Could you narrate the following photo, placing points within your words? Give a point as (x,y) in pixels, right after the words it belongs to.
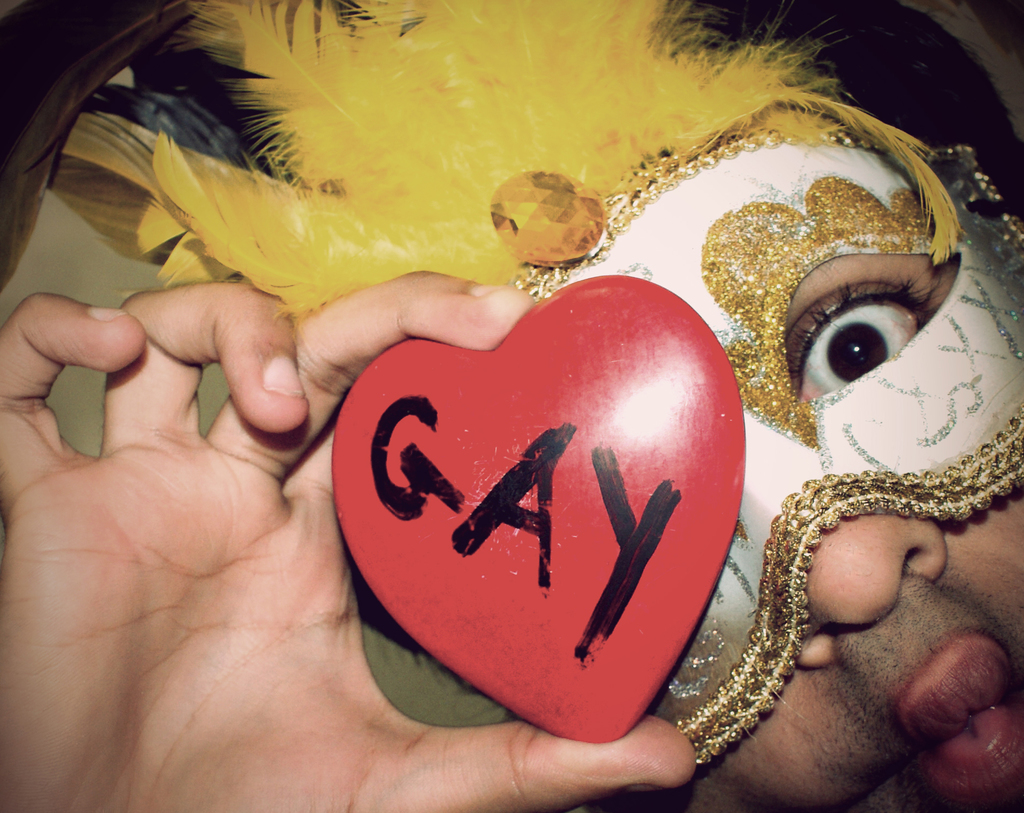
In this image there is a man (735,787) holding a heart shaped object (451,484) with a text (521,524) on it in his hand (308,494). He is with a face mask (826,443) and there are a few feathers (531,148) on his head (902,95).
